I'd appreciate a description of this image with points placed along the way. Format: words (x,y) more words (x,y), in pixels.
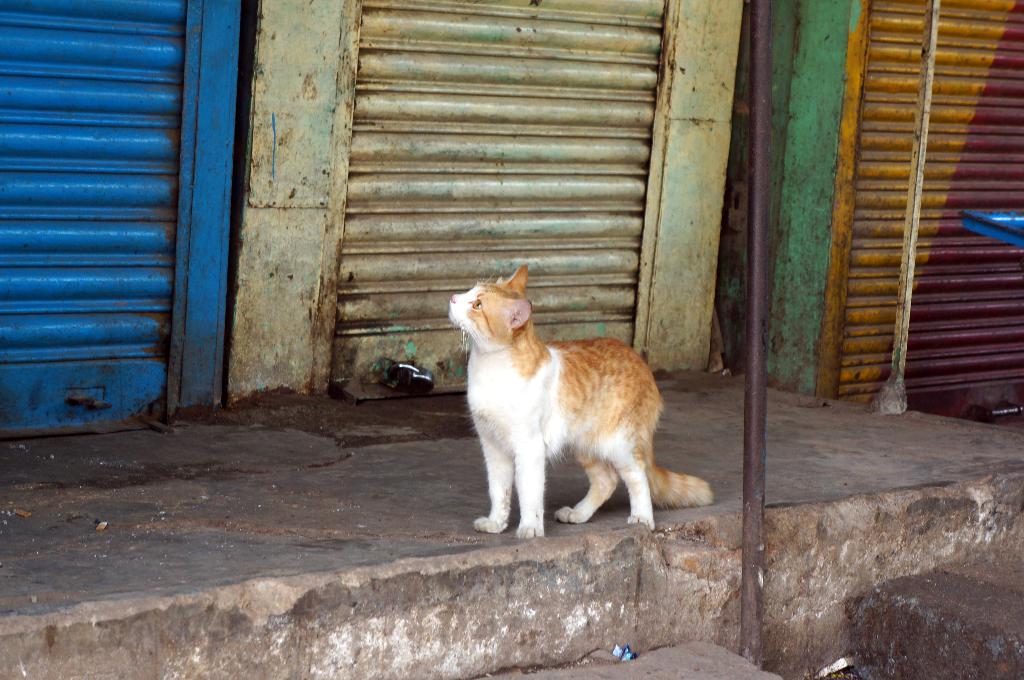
In this image we can see a cat (491,419). In the back (398,93) there are shutters (974,148). Also there is a lock (396,376). And there are poles (756,208).
